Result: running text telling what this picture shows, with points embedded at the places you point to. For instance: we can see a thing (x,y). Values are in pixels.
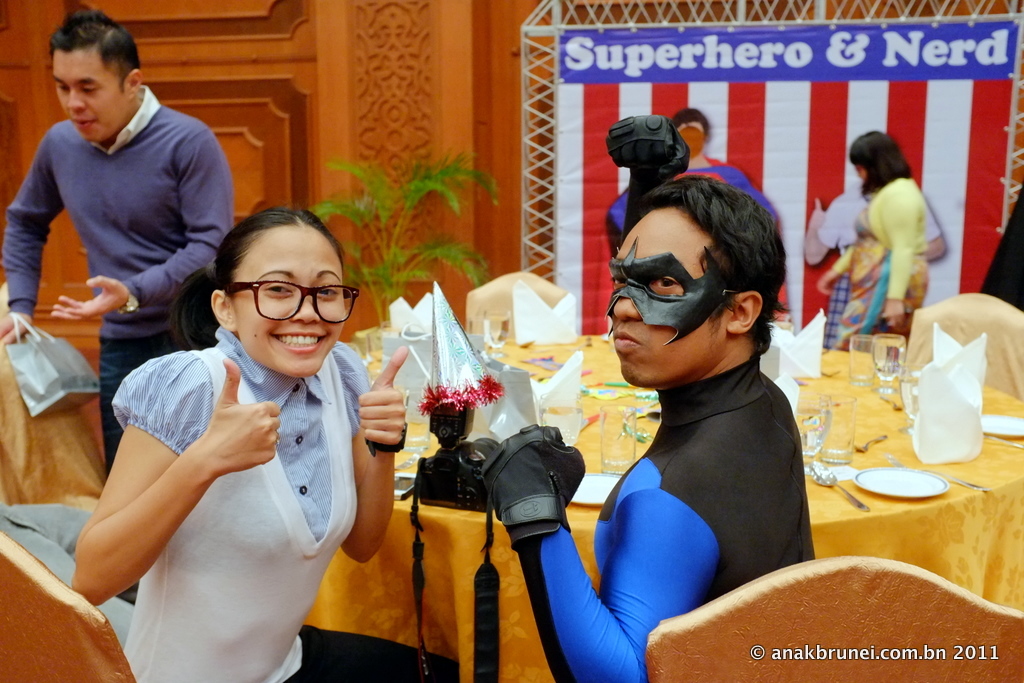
In the foreground of this picture (254,365) we can see the two persons (700,568) sitting on the chairs (763,639) and we can see the house plant (387,311), group of persons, chairs (952,316) and a table (1008,401) on the top of which glasses (863,363), plates (876,470), camera (462,424), tissue papers (576,369) and some other objects (484,421) are placed. In the background (802,167) we can see the metal rods (691,25), text (735,54) and the pictures (729,172) of some persons (828,234) on the banner (889,79) and we can see some other objects (370,84).
